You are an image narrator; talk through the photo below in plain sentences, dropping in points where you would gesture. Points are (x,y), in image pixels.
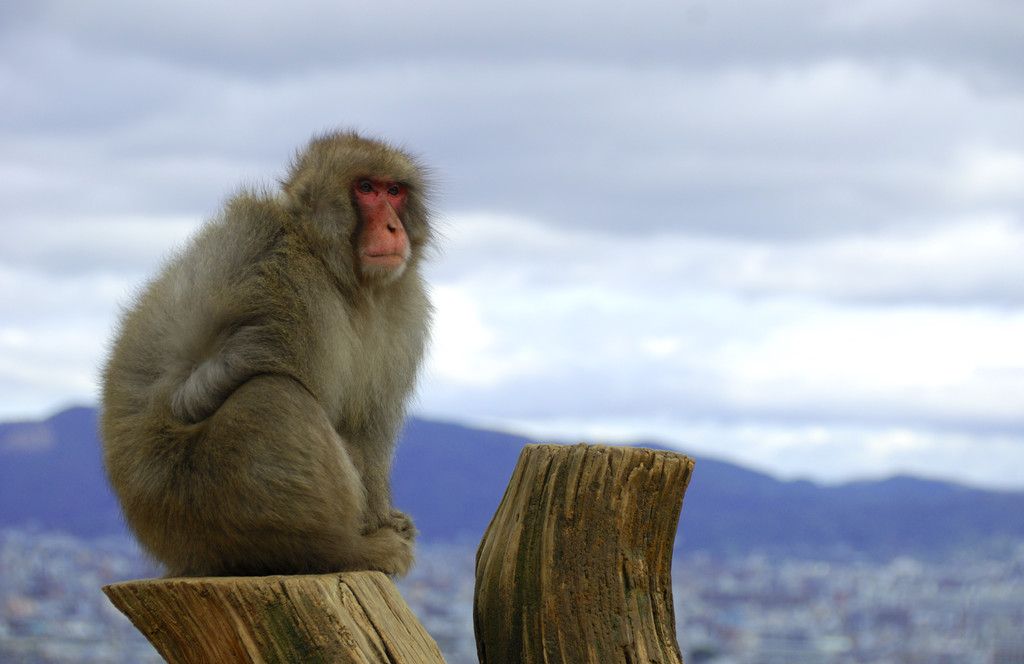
This image is taken outdoors. At the top of the image (634,155) there is a sky (116,152) with clouds (6,354). At the bottom of the image (340,649) there is a bark (232,614) and there is a monkey (349,332) on the bark (358,632). In the background (876,502) there is a hill (437,503).
